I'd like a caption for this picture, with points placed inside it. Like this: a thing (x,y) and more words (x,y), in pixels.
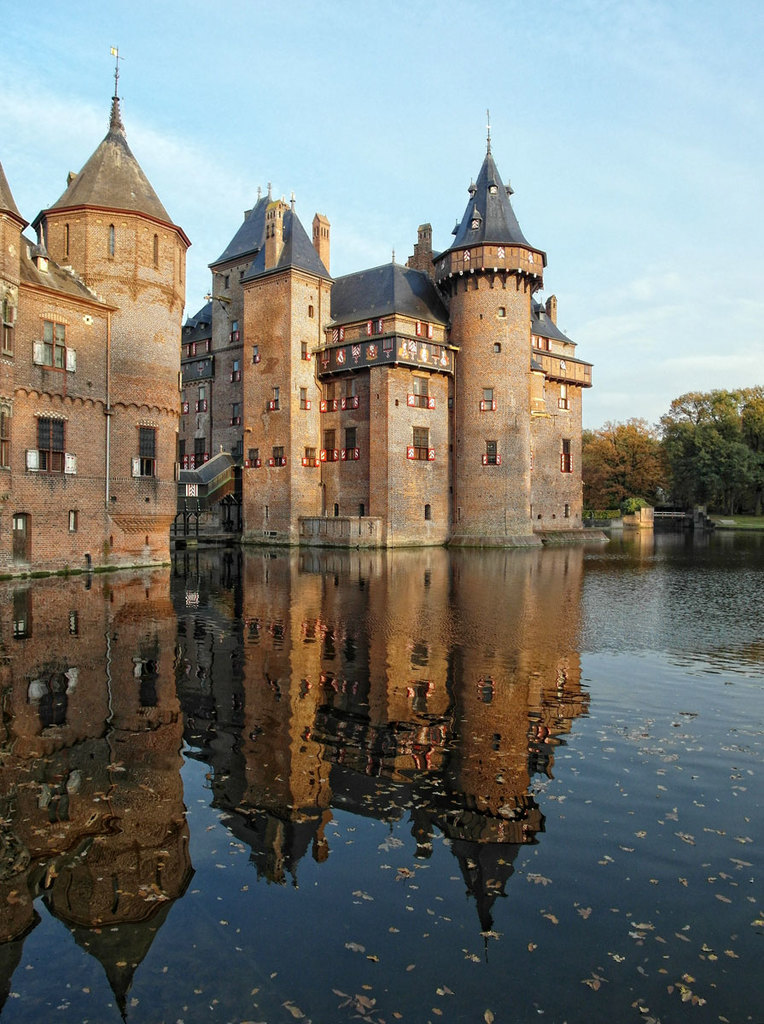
These are the buildings (313,390), at the down side there is water (552,713). On the right side (689,483) there are trees (673,432), at the top (445,45) it is the sky (420,28).
